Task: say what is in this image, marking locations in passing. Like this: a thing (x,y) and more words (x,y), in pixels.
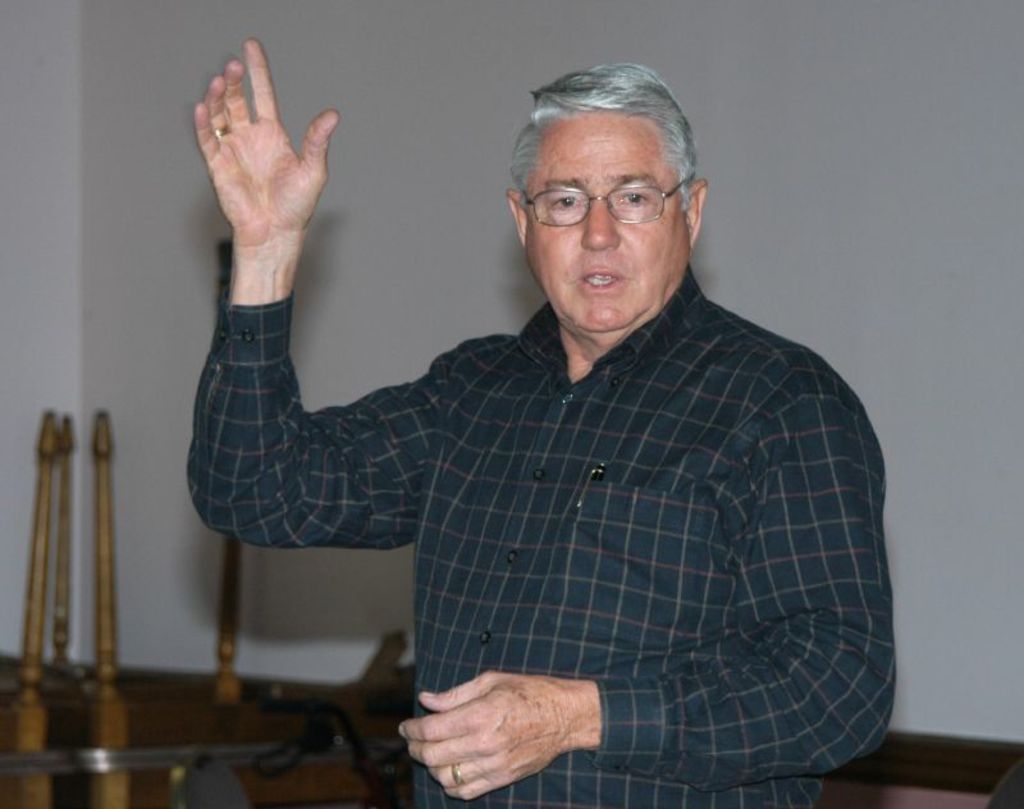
In this image, we can see a person (717,354) in front of the wall (879,212) wearing clothes (731,369) and spectacles (621,206). There are sticks (46,512) in the bottom left of the image (57,601).
